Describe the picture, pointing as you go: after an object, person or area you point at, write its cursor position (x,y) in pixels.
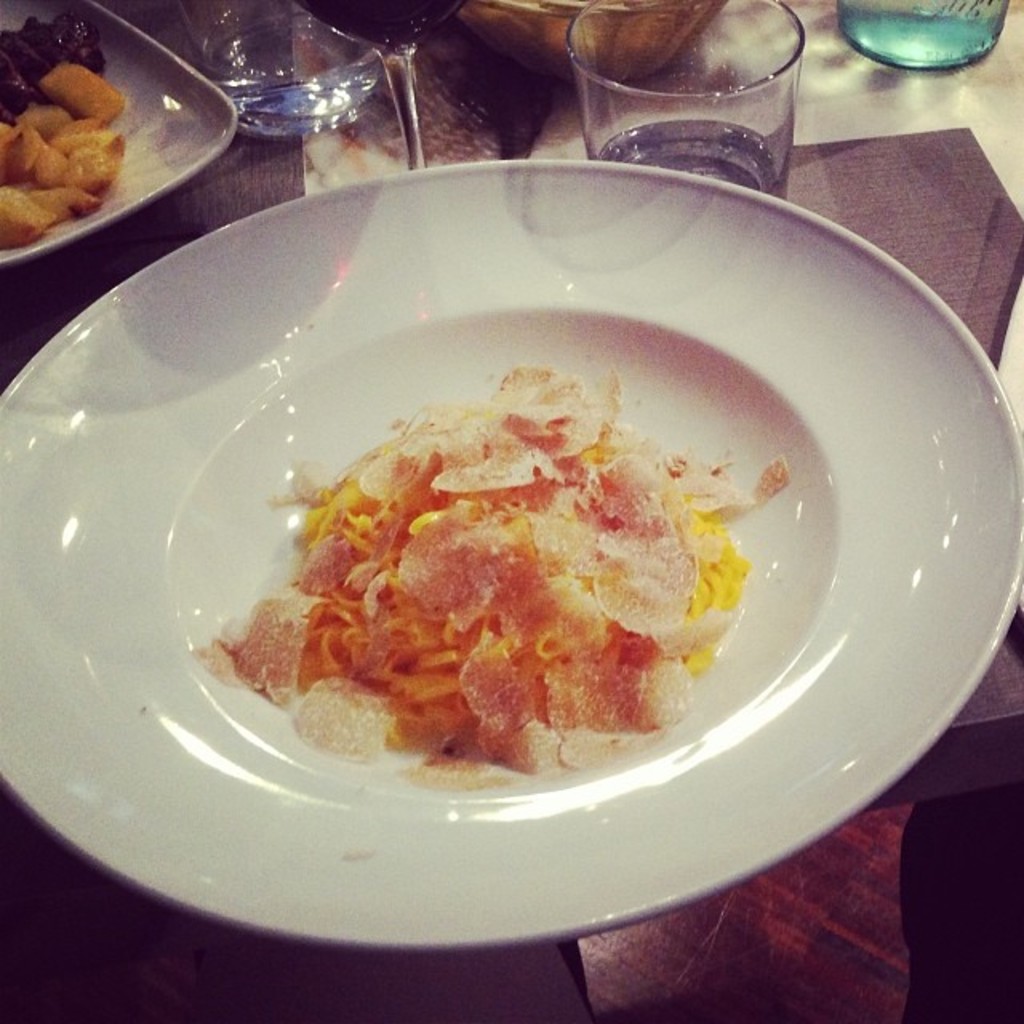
In this image there are food items (603,666) on the plates (537,233), glasses (626,59) and an object (543,4) on the table (987,142).
